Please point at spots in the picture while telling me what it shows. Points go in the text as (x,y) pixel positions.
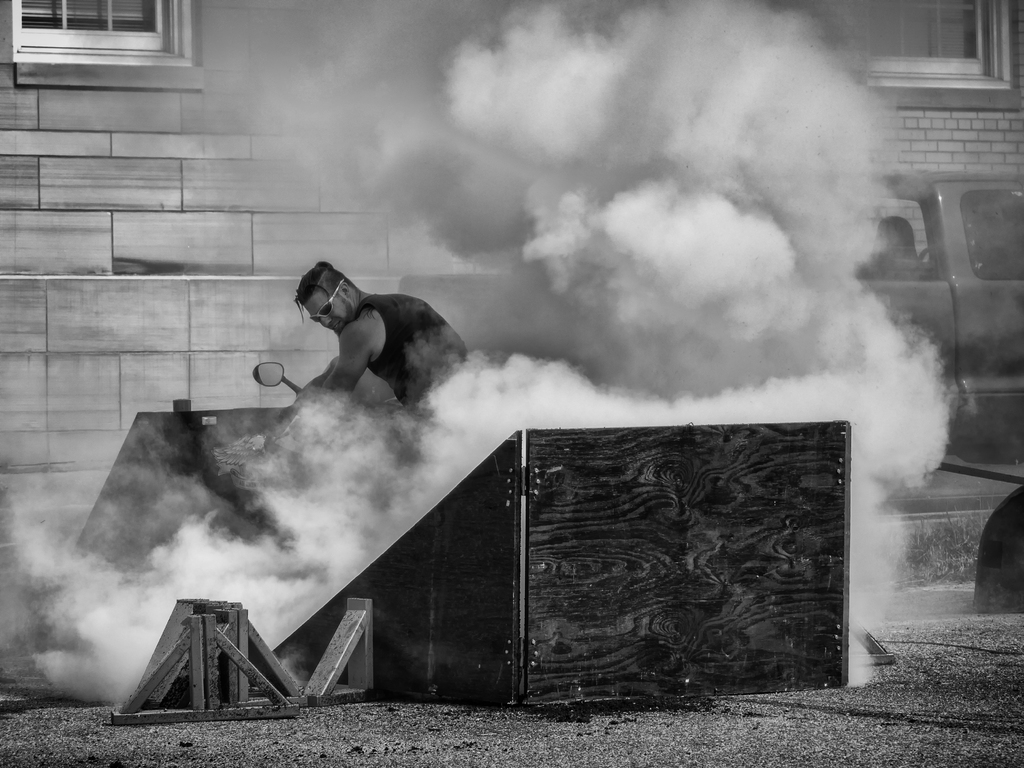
In this picture I can see there is a man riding a motorcycle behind a wooden ramp (486,564) and there is a building (467,263) and a car (916,326) in the backdrop (1005,435).
